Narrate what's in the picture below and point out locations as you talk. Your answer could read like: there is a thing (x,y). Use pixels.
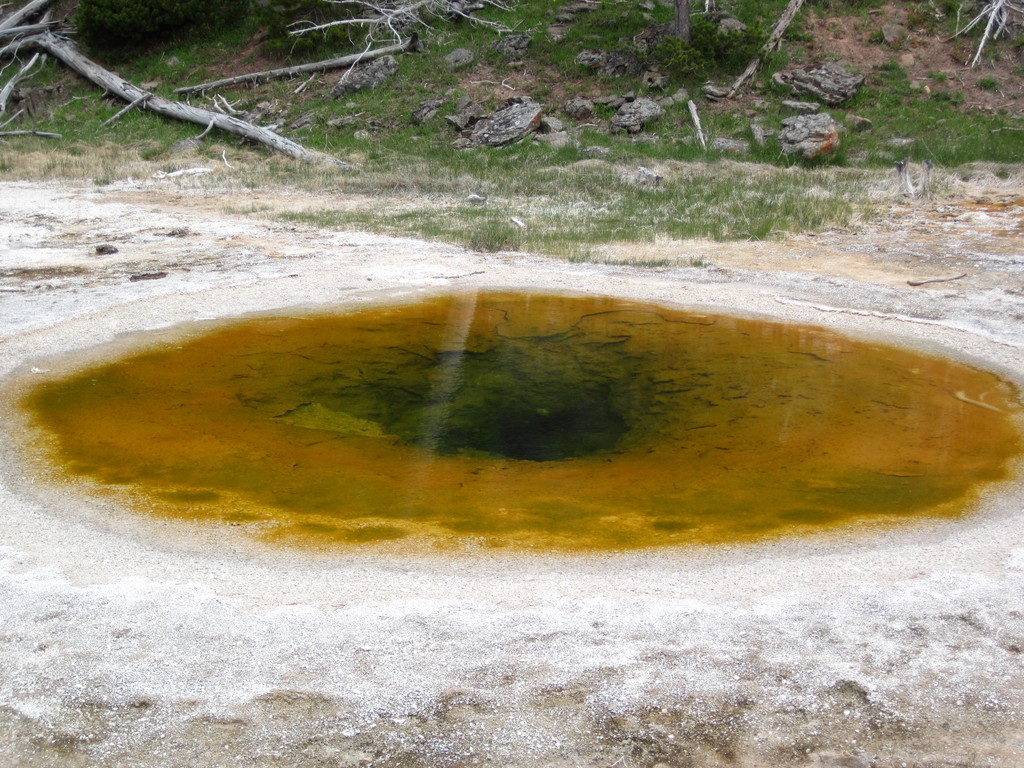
In the image we can see sand (474,291) and water (83,398). At the top of the image (909,150) there are some stones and grass (440,16) and stems (23,69).
